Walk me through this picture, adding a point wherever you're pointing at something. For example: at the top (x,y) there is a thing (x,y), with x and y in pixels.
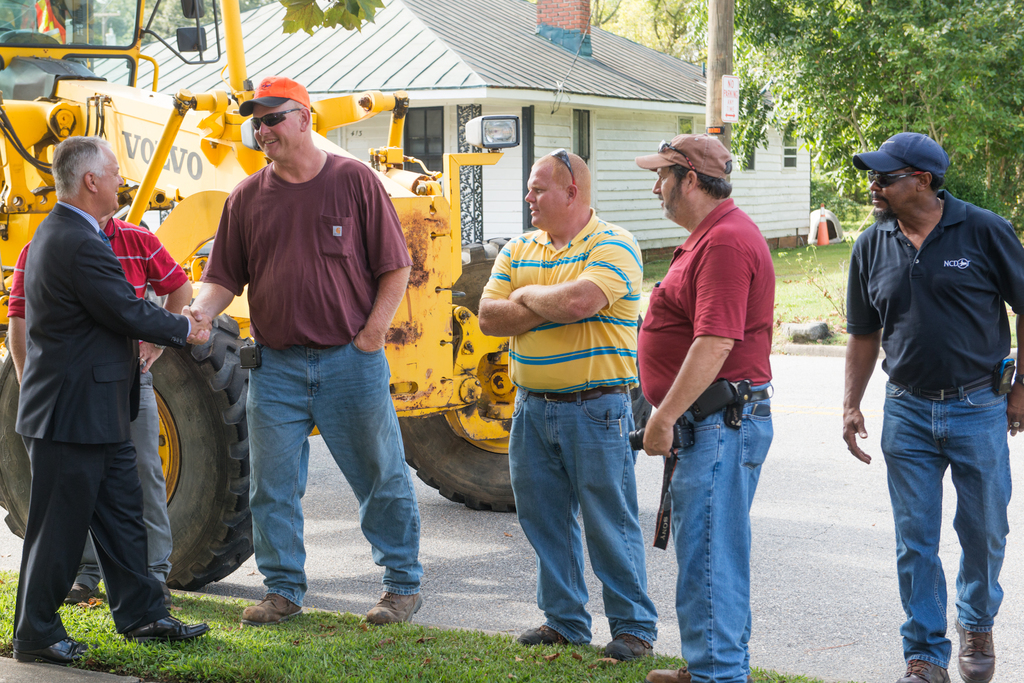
There are two men (197,307) shaking hands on the left side of the image (22,370), there is a person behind them and there are men (748,313) on the right side (712,564), there is grassland (387,643) at the bottom side (309,654). There is a vehicle (504,129), house (634,118), traffic cone (825,237) and trees (773,109) in the background area (464,136).
